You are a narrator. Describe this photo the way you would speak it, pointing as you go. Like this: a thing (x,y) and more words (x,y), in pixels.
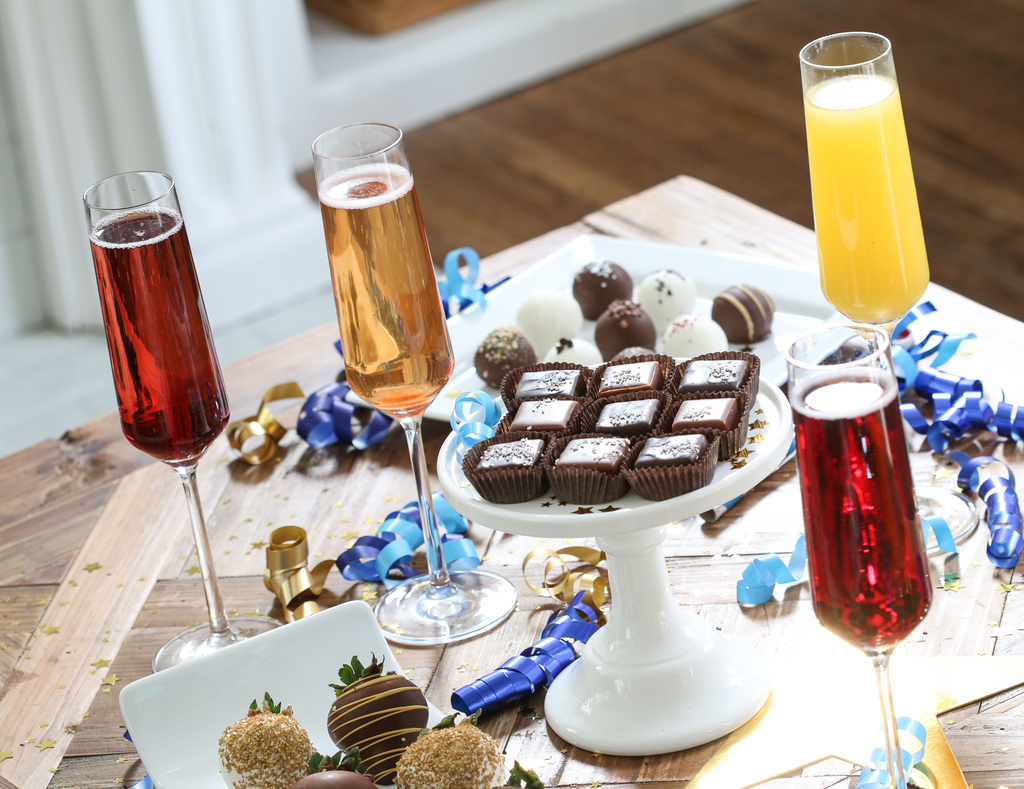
In the picture we can see a table (857,784) on it, we can see some colored, decorated ribbons (474,280) and some glasses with juices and near to it, we can see a cake stand (629,554) which is white in color and on it we can see some chocolates (674,453) which are brown in color and silver color on it, and in the background (749,133) we can see a wooden flooring (693,143) and beside we can see a pillar (196,241) which is white in color.
